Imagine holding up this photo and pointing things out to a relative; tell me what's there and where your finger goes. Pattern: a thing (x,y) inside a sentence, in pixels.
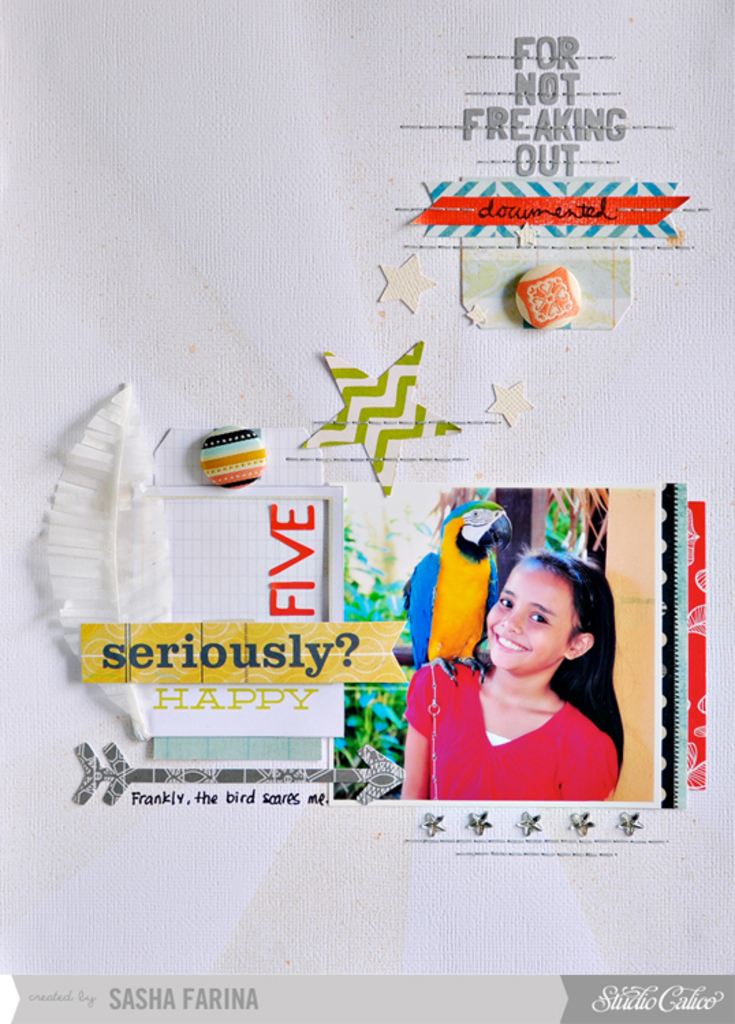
There are some stickers (514,202) and posters (278,562) are attached to a white color wall (266,246) as we can see in the middle of this image (293,343). We can see there is a picture (533,677) of a girl (532,702) and a parrot (455,601) at the bottom of this image (505,702).
